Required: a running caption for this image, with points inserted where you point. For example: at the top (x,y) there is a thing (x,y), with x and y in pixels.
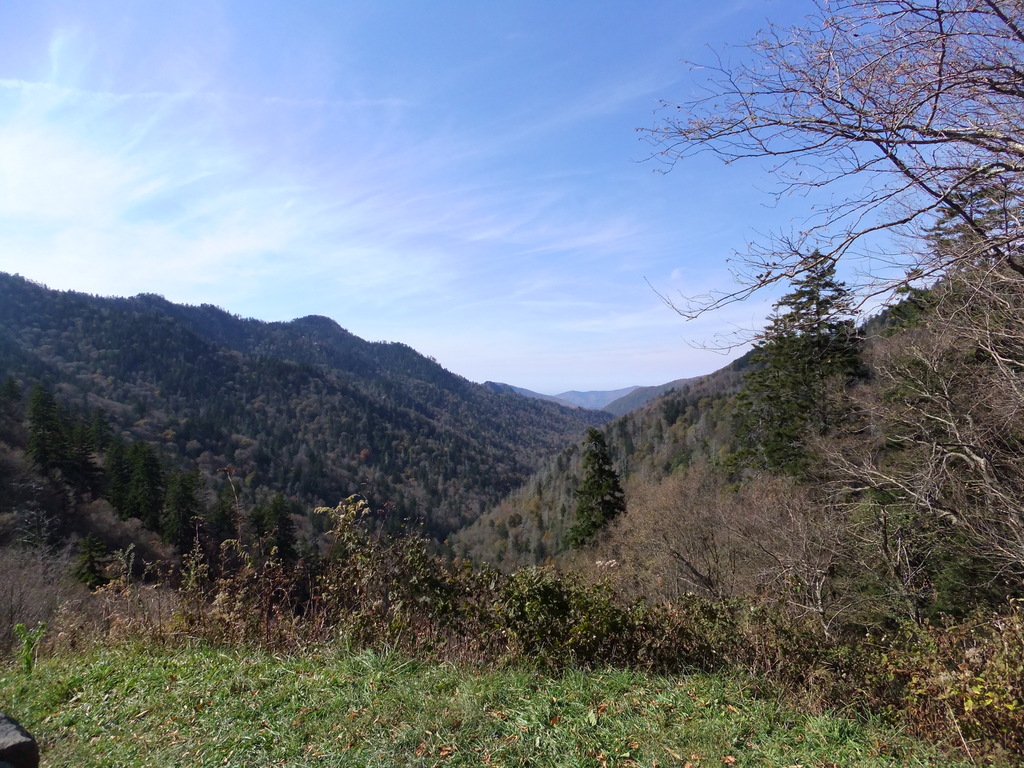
As we can see in the image, there is a hill (417,475). On hill (482,552) there are lot of trees (180,480), grass (435,683). On the top (476,195) there is a sky (399,181).
